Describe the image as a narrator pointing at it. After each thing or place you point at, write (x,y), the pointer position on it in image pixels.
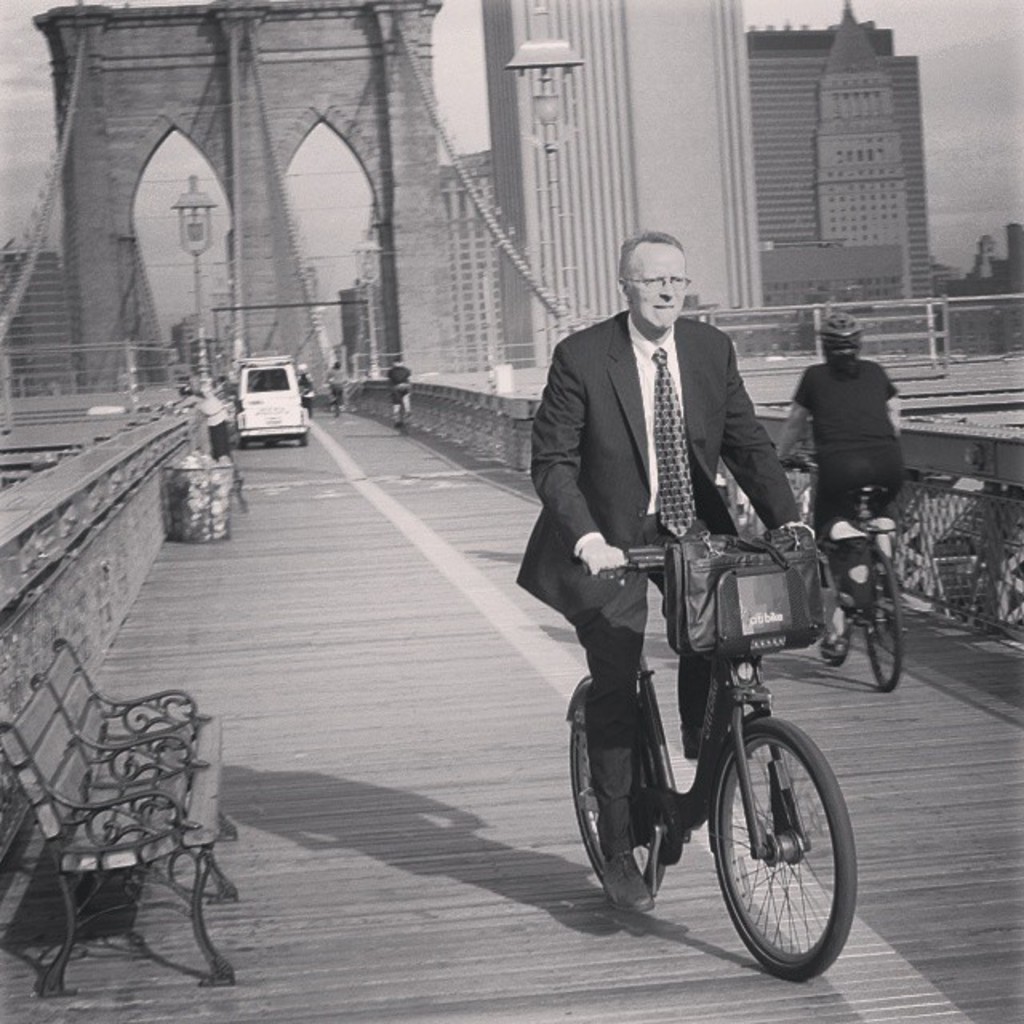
There is a man (631,545) on a bicycle (668,784). He is riding a bicycle (756,856). There is a bag (787,557) in front of the bicycle (800,740). Beside him there is a bench (124,760). Behind there is a van (280,398) in the background (283,413). We can observe some buildings (452,175) and sky (926,132) here.
